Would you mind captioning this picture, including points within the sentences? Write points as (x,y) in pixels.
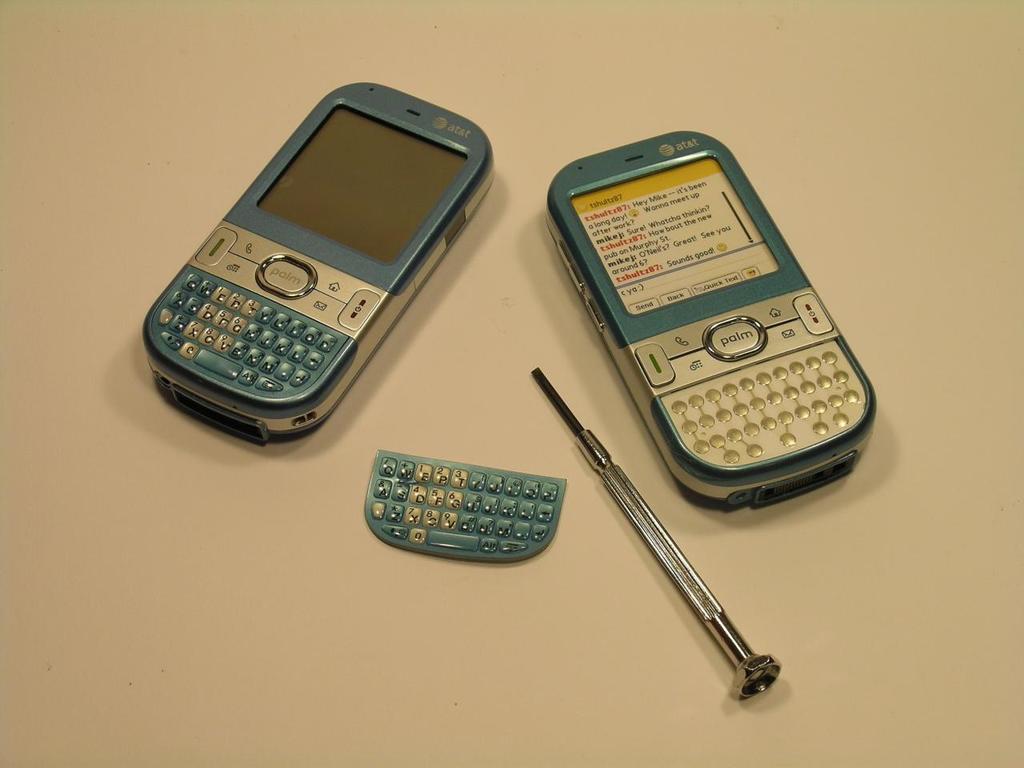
In this image I can see two mobiles (673,325), screwdriver (602,467) and a keypad (515,497) may be on the table (143,363). This image is taken may be in a room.
